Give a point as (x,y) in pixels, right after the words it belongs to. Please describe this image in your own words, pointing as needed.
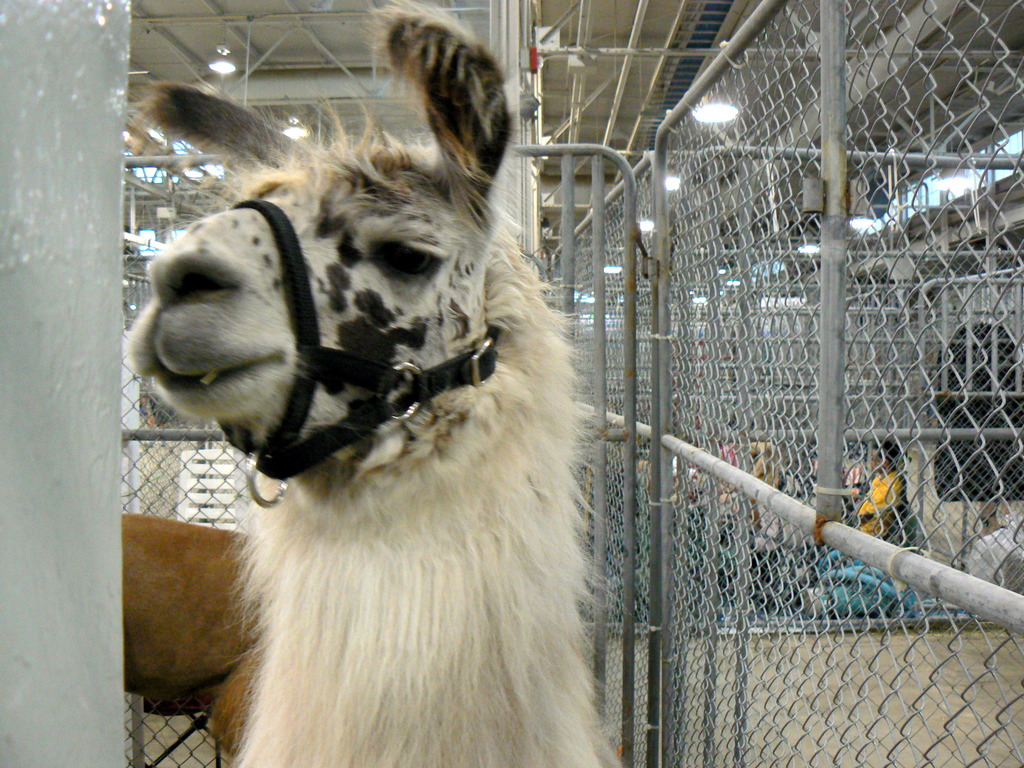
In the center of the image (514,313) we can see two animals (328,549). And we can see a belt (340,387) attached to the face (245,232) of a front animal (254,153). On the left side of the image (28,319) we can see an object (65,409). In the background (556,125), we can see fences (599,168), lights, few people (874,516) and a few other objects (979,375).
